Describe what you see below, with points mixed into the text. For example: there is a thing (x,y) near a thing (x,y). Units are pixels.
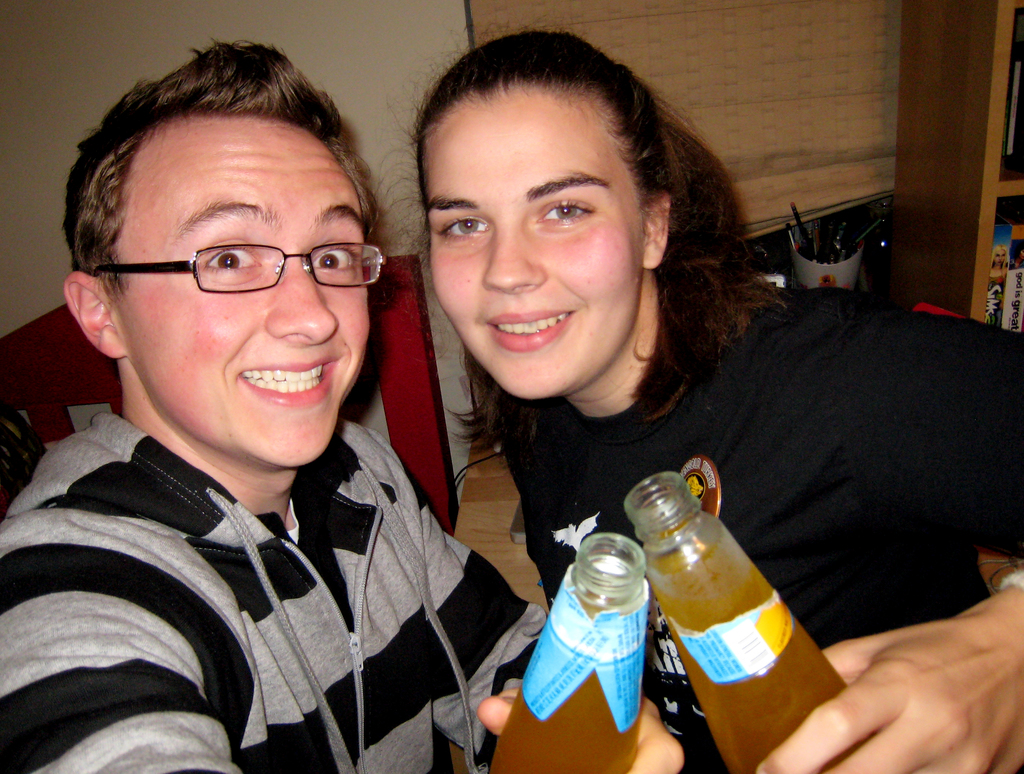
The image consists of a man (405,546) and a woman (919,734) holding a soft drink bottle (715,709) and smiling.
